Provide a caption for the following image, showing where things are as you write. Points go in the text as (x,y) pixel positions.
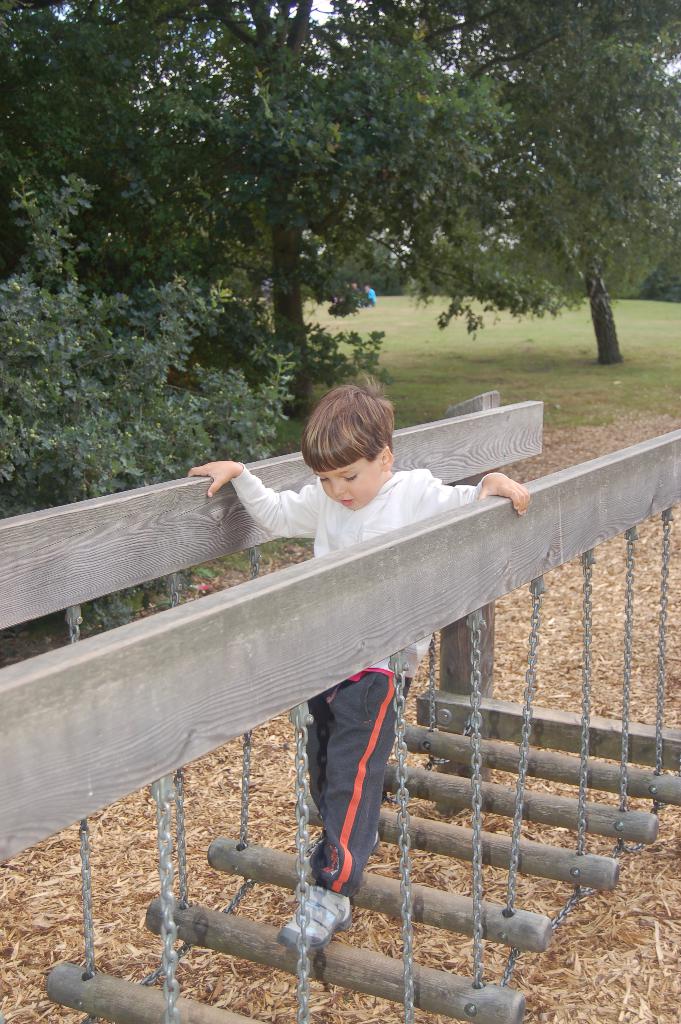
In this image I can see a boy (207,472) standing on a wooden way (644,724) with chains (579,843) I can see trees (391,221) behind him on the ground (603,370) with grass (616,393).
